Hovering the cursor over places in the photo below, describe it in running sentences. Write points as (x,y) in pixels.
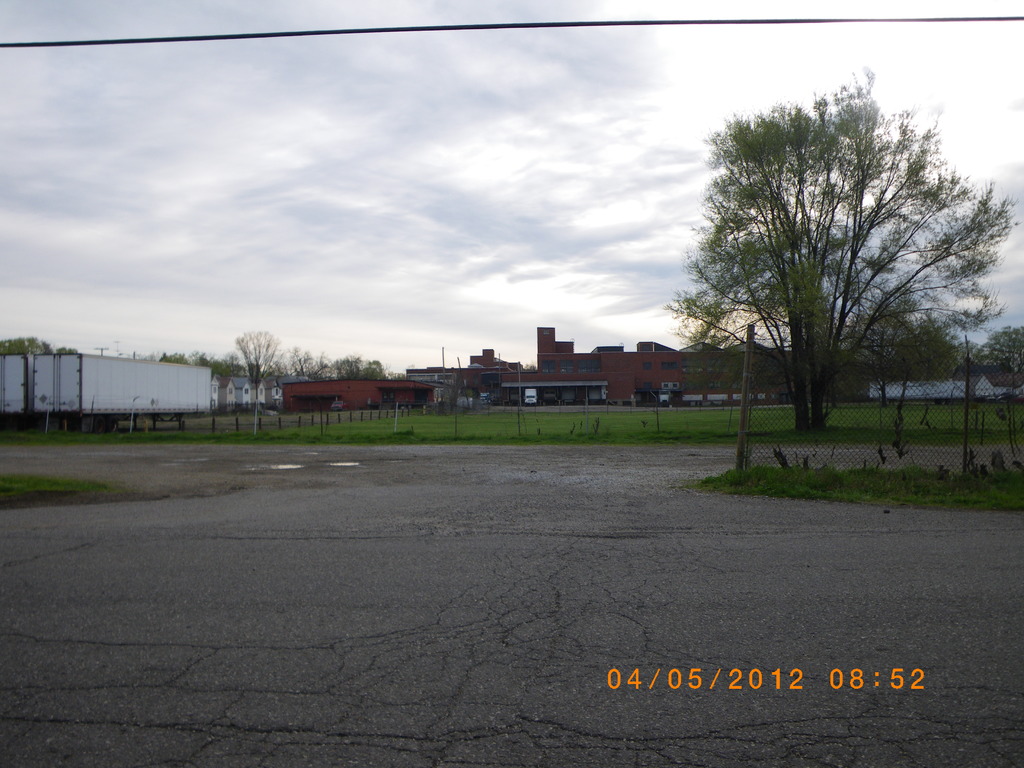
In this image I can see the ground (429,609), some grass (435,430) on the ground (135,443), few poles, few containers (169,398) which are white in color, the fencing (835,420), few trees (821,373), few vehicles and few buildings (475,375). In the background (396,346) I can see the sky (316,178).
